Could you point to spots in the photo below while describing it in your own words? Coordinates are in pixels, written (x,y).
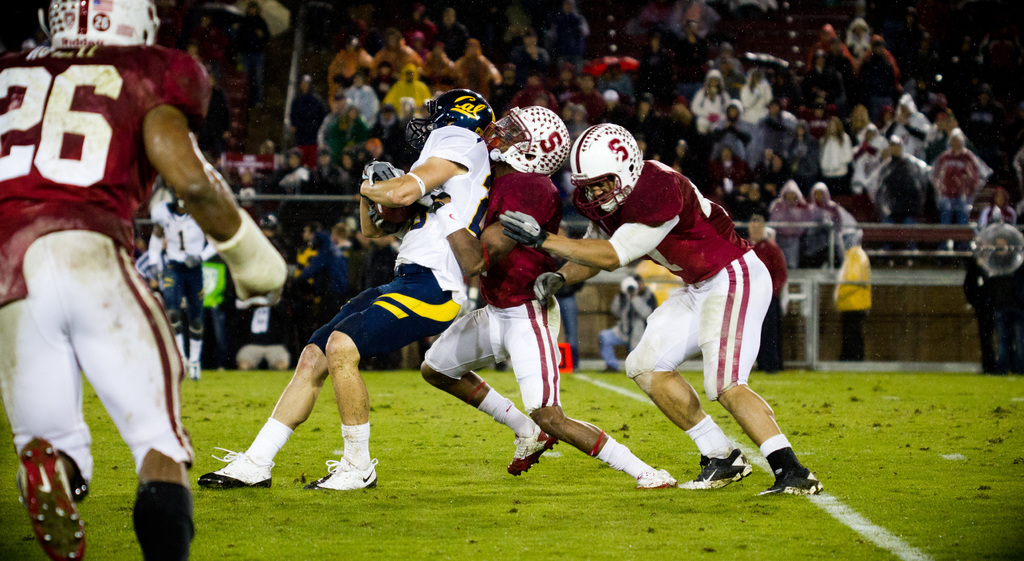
In the middle of this image (510,307), there are three players (431,155) playing on the ground (482,480), on which there is grass (769,500). On the left side (76,357), there is a player (65,142) running. In the background (1000,200), there are other persons (896,182) and other objects (1010,249).
